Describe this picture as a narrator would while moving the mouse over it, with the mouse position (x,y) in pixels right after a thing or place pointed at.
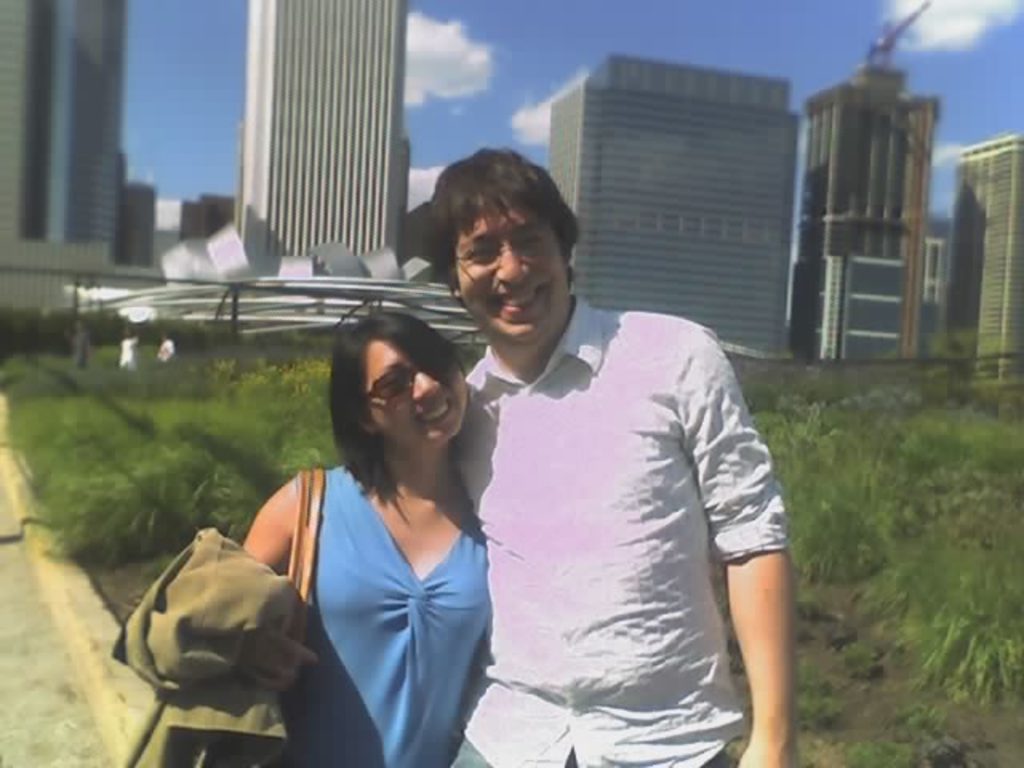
In this picture there are two persons (473,382) standing and smiling. At the back (714,117) there are buildings (723,195) and there are two persons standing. At the top (461,108) there is sky (521,112) and there are clouds (527,116). At the bottom (898,646) there are plants (893,577) and there is a road (11,605).
